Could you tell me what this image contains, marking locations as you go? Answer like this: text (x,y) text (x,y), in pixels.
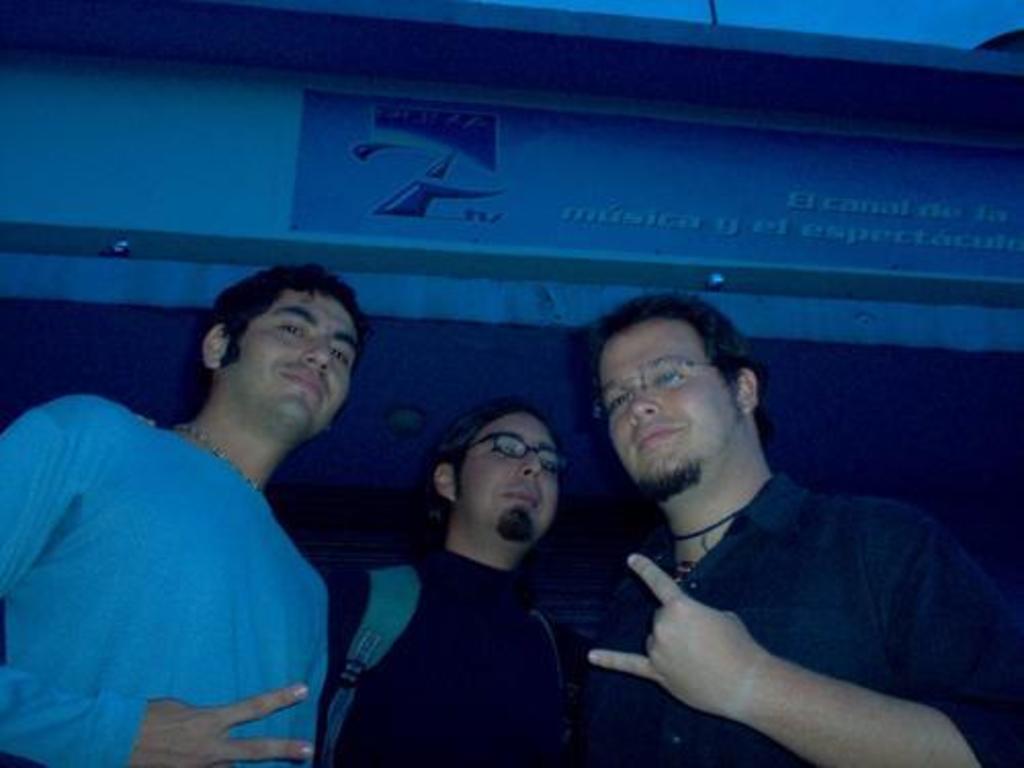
In this picture I can see three people (440,447) in the foreground (487,572). I can see the building (425,324) in the background (362,233). I can see the banner (362,176).
